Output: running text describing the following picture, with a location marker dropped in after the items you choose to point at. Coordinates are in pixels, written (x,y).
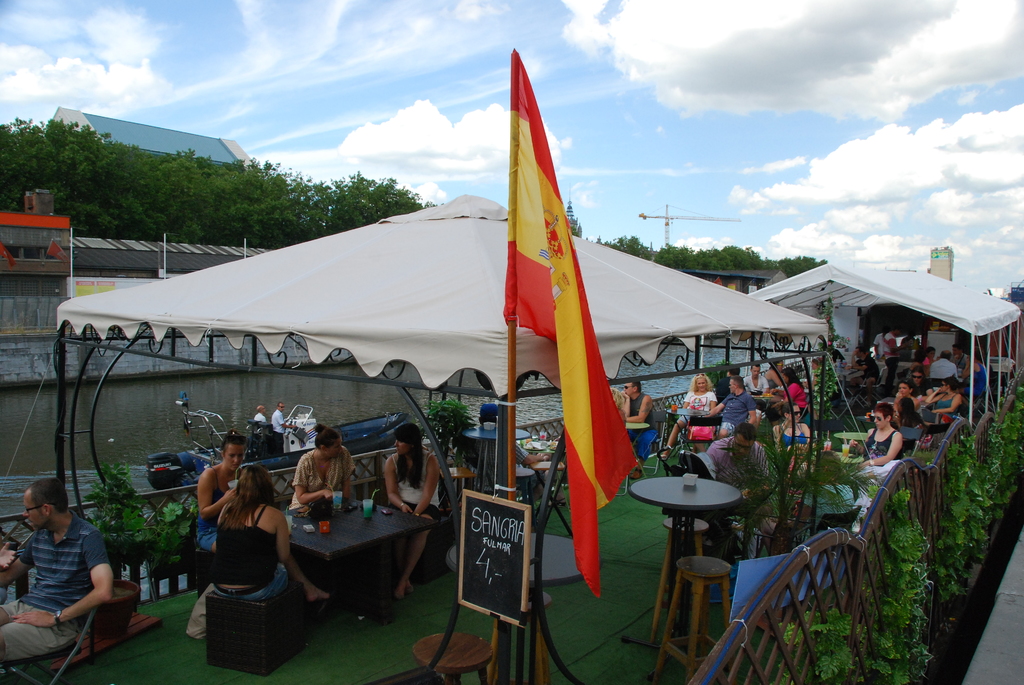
In this image we can see a group of people (72,538) sitting on chairs (920,433) and some are standing, some object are placed on the tables (357,530). In the center of the image (575,328) we can see a flag (527,292) and a board (512,544) with some text (510,545) placed on a tent (419,309). On the right side of the image (792,471) we can see some plants (1005,428), shed (959,312), poles (1000,354) and a tower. On the left side of the image (271,426) we can see men (259,420) standing on boat (313,429) placed in the water (140,435). In the background (66,163), we can see buildings (169,143), a group of trees (252,193), a crane (665,232) and the sky (448,38).
